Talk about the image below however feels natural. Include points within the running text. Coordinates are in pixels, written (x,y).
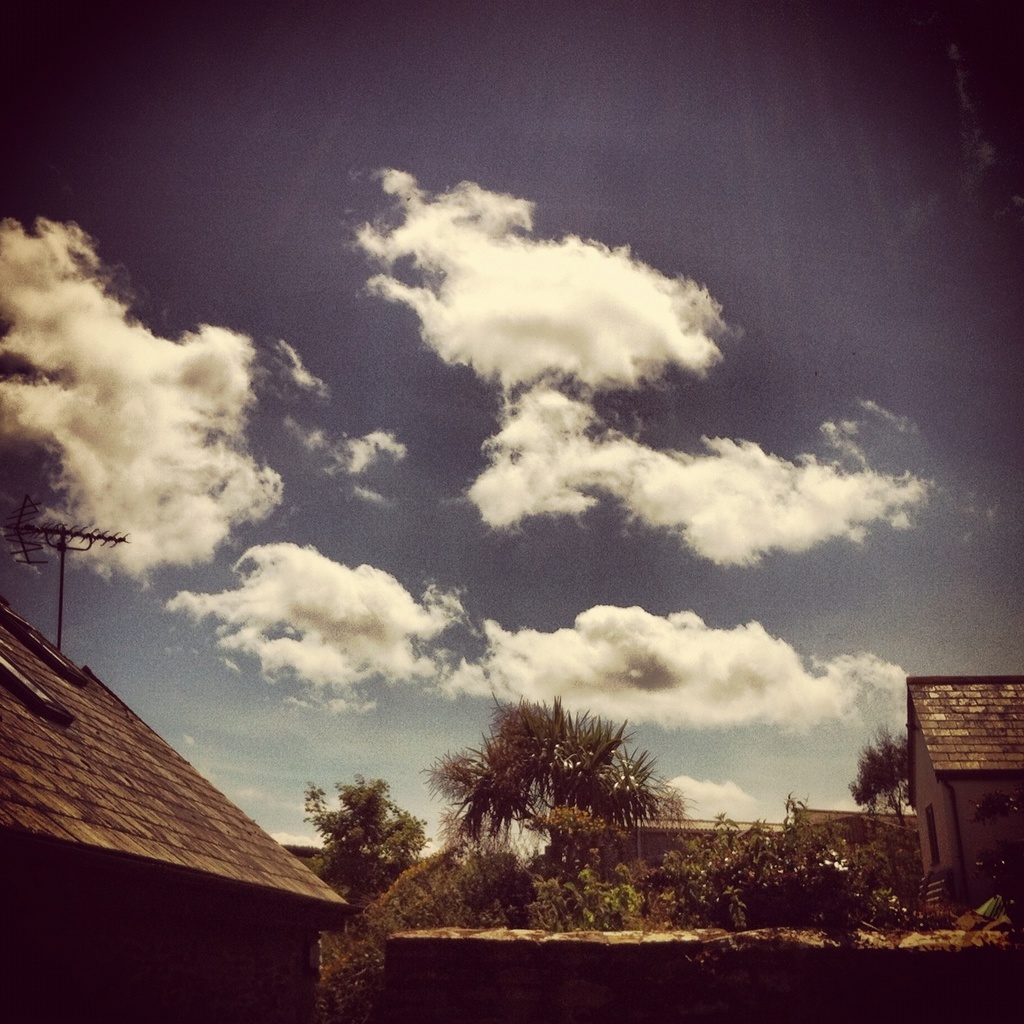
This image is taken outdoors. At the top of the image (543,282) there is a sky (283,389) with clouds (578,417). At the bottom of the image (123,791) there are a few houses (76,757) with walls (65,959), windows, doors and roof (15,732) and there are a few trees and plants (860,877).
